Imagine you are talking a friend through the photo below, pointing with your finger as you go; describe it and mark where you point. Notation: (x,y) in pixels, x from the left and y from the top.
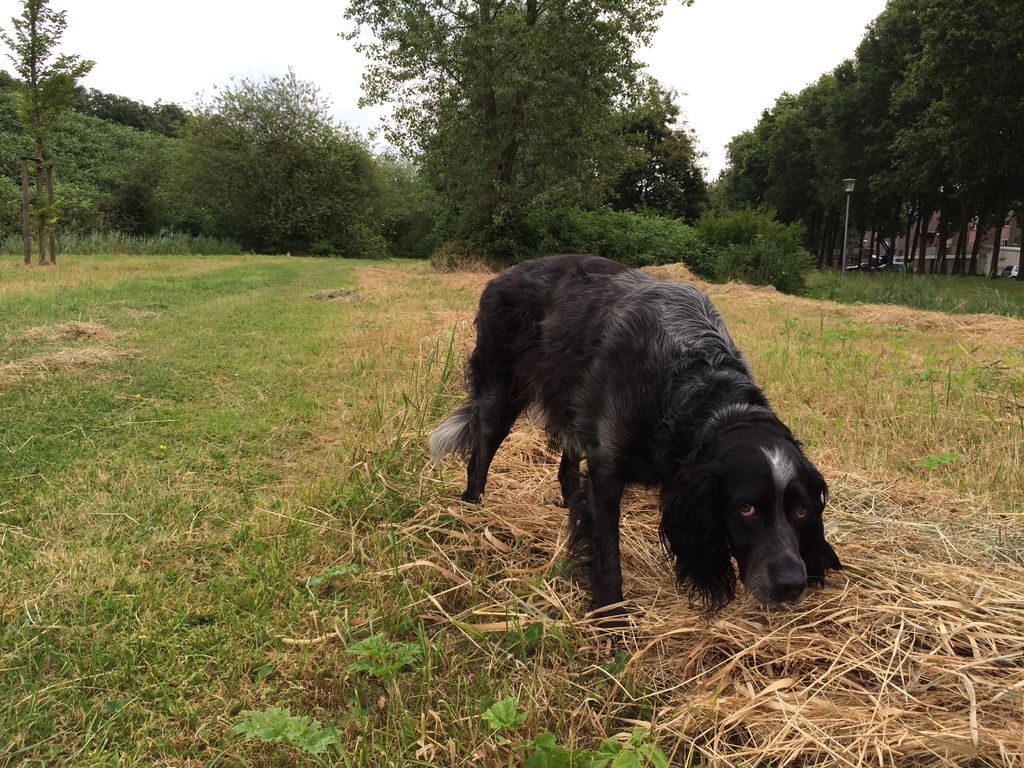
In this image there is a dog (560,387) on a grassland (353,328), in the background (556,136) there are trees (605,122) and the sky (666,16).
